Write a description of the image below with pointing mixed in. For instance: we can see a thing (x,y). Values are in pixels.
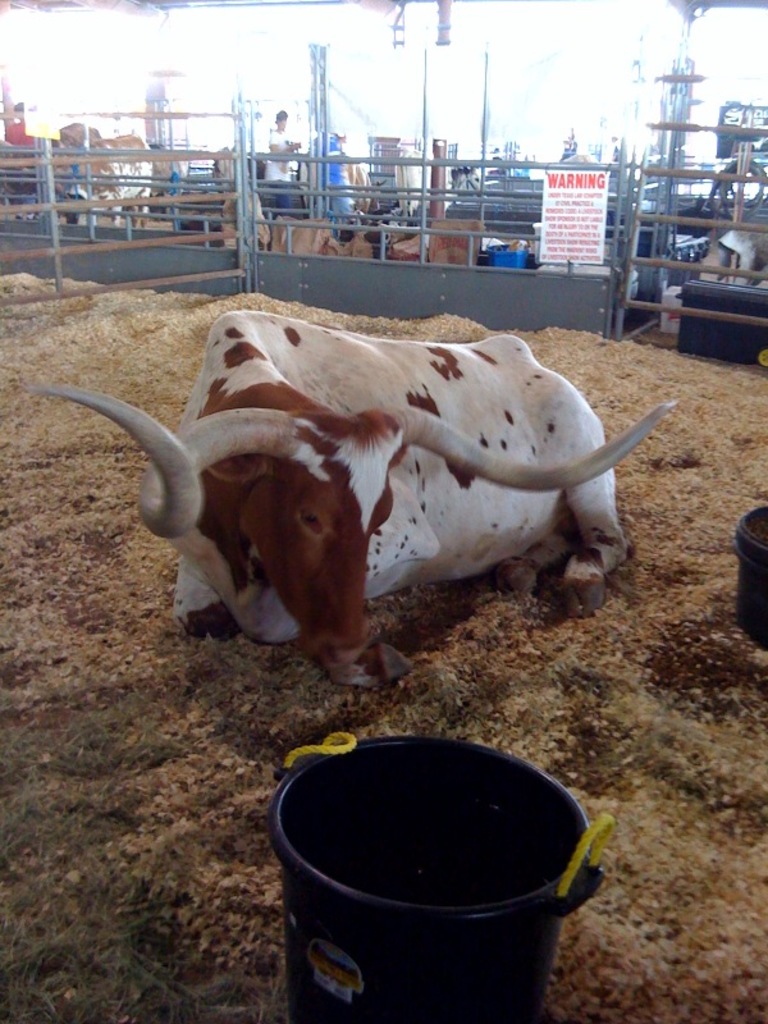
In this image I can see a animal (408,469) which is white and brown in color is laying on the ground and a bucket (331,957) which is black and yellow in color on the ground (356,725). In the background (210,277) I can see the railing (210,277), a warning board (561,199) attached to the railing (574,170), few persons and few other animals (106,147).
